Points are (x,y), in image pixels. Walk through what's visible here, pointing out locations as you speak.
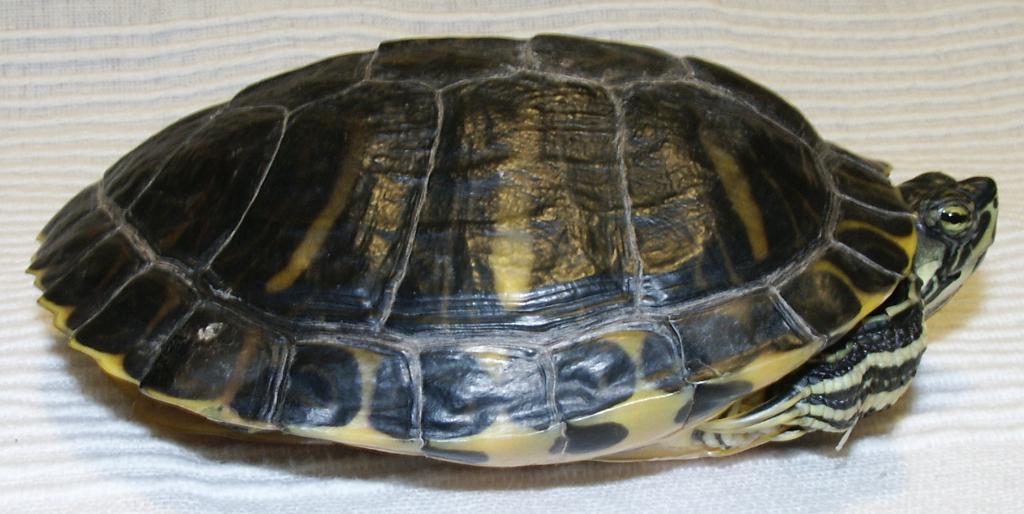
In this image there is a turtle (434,389) on the cloth (932,104).
